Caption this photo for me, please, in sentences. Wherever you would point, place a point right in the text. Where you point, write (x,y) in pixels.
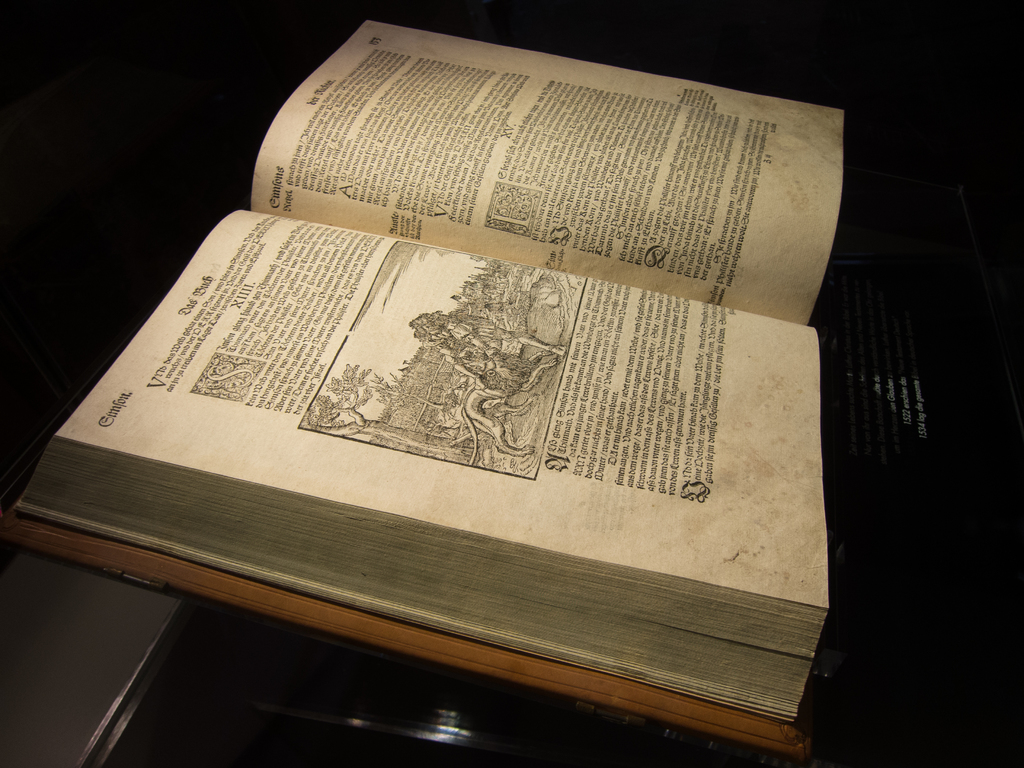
In the picture we can see a desk (16,672) on it we can see a book (397,570) which is opened and in it we can see information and some image (371,436) on it.
